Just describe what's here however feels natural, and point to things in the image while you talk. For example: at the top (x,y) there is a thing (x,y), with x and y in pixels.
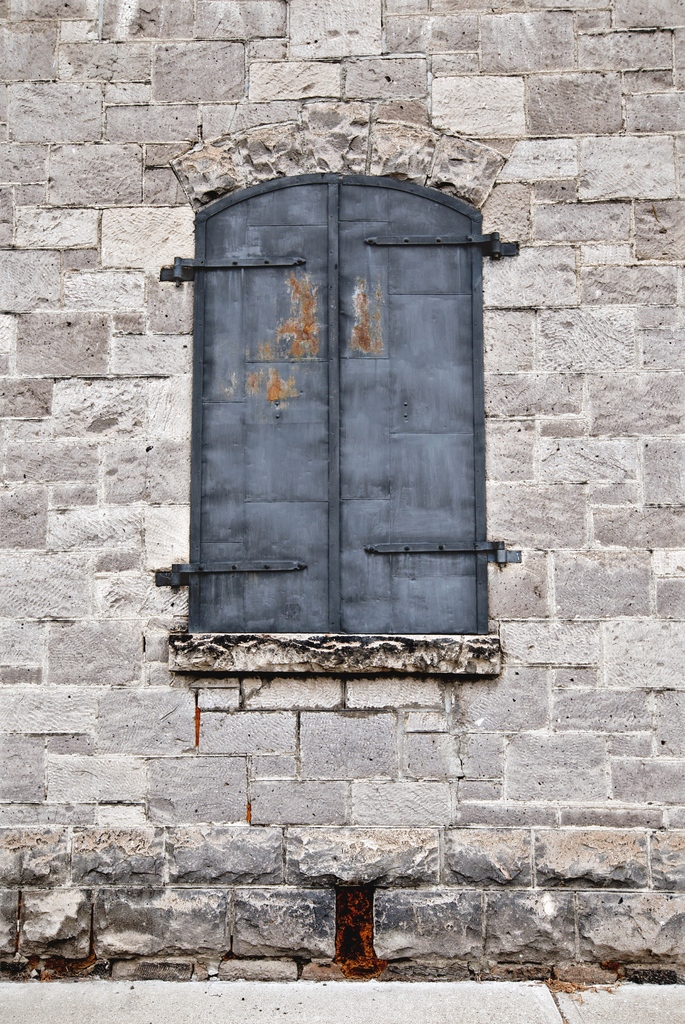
This is the picture of a building (407,516). In this picture there is a metal window (338,316) to the wall (406,723). At the bottom (431,1011) there is a floor (368,1018).
